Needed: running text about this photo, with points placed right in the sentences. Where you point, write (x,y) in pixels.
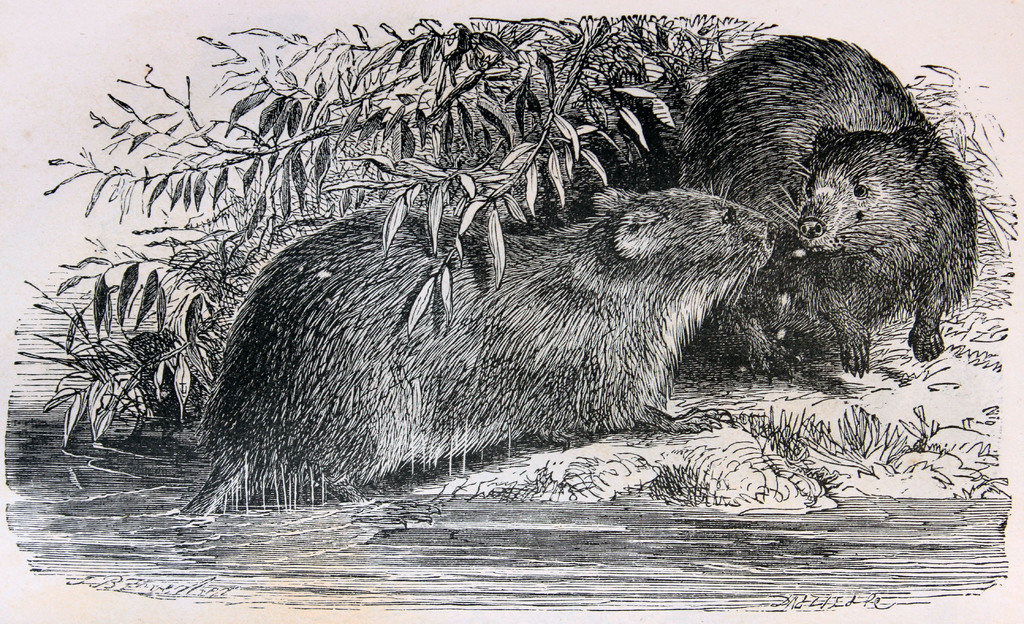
In this picture I can see a drawing (430,280) of animals (422,342), plants (472,201) and water (25,449) on the paper (1012,46).
